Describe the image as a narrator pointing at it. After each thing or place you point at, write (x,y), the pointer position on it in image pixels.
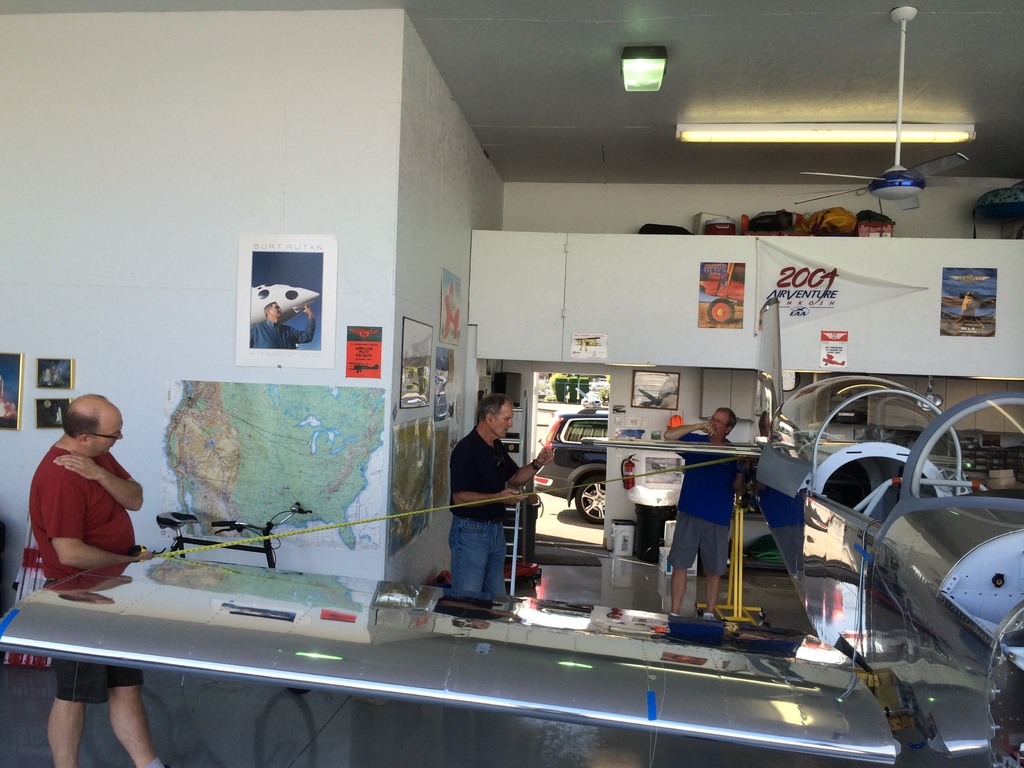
In this picture we can see some frames (8,395) and maps (291,454) on the wall (400,272). There are few people (487,561) standing on the path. We can see some objects (837,426) on the right side (929,541). There are some lights (808,130) and a ceiling fan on top (892,136). We can see a dish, box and other objects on top (661,231). A car (567,497) is visible in the background (586,437).
